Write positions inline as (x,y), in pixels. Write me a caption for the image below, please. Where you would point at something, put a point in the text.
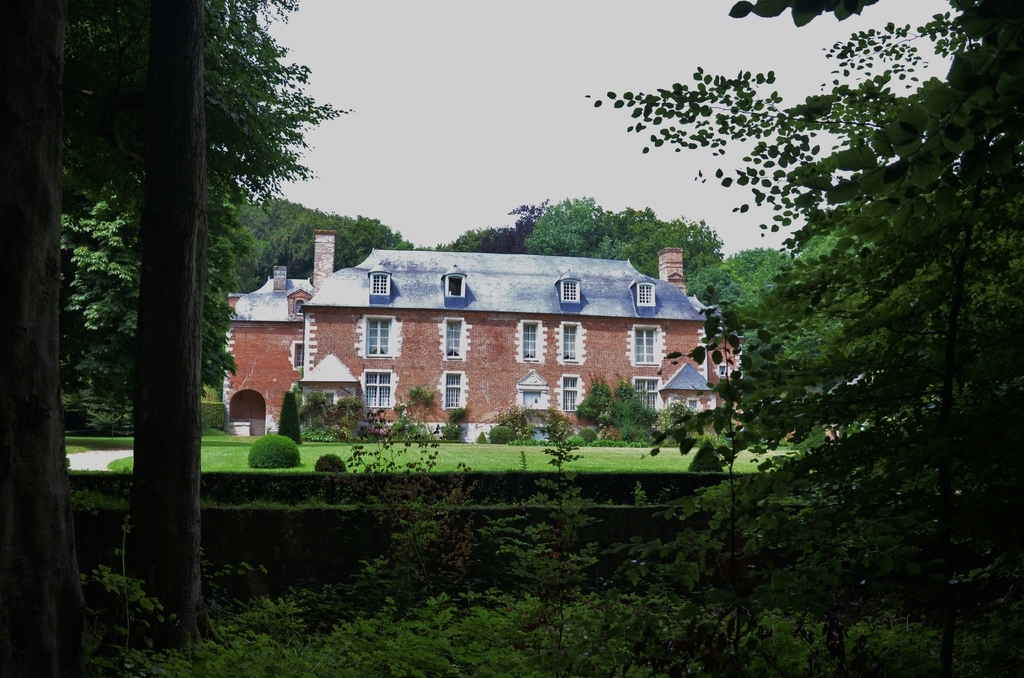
In this picture, there is a house (456,346) with windows (527,346) and chimneys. Beside it, there are trees (364,245) and grass (372,461). Towards the left (94,233), right and at the bottom (515,515), there are plants (664,620) and trees (815,406). On the top (539,92), there is a sky (507,120).
